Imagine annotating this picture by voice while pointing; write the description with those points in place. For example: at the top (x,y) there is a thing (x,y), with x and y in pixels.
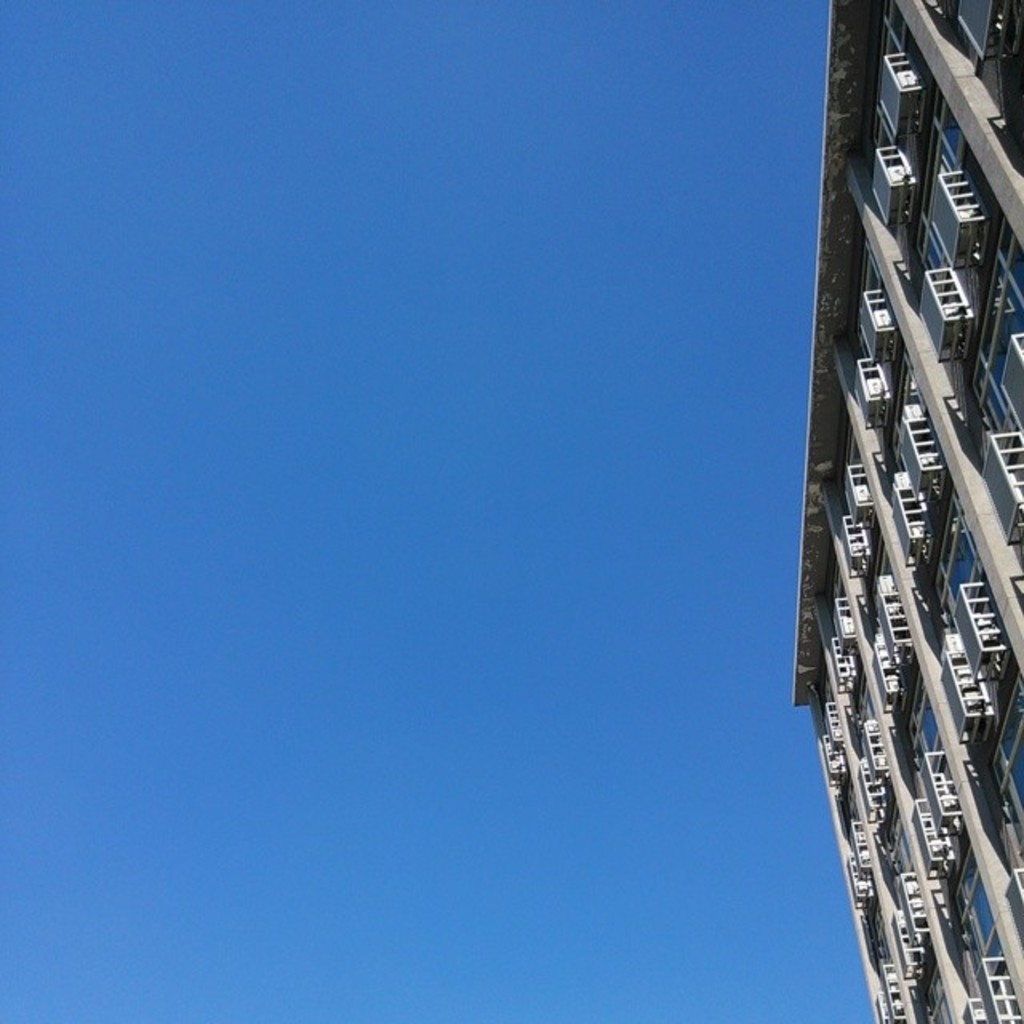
In this image, I can see a building (957,93) with the pillars (980,117). These are the air conditioners (893,596), which are fixed to the building walls (942,642). This is the sky (349,454), which is blue in color.
